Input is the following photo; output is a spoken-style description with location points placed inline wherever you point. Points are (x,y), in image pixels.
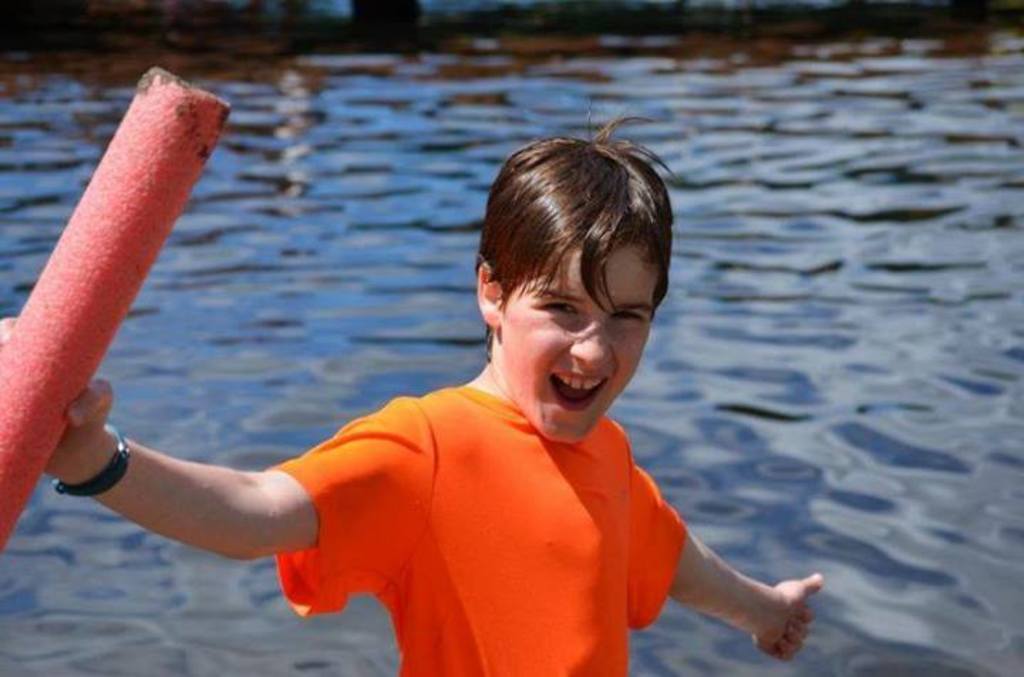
In this image we can see a boy (569,542) holding an object (93,297). Behind the boy (470,435) we can see the water (429,364).
